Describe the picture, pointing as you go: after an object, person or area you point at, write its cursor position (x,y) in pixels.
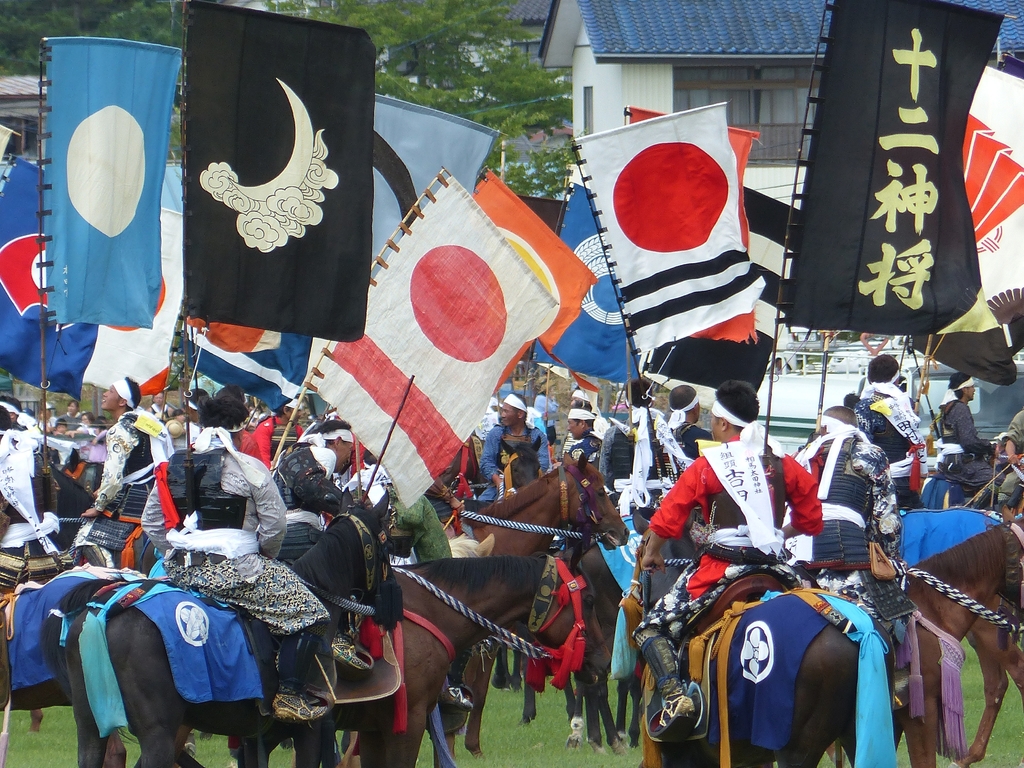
Here in this picture we can see number of people (331,496) sitting on horses (334,537), in traditional dresses (240,491) and many of them have flag posts (120,328) on their backs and in the back (584,75) we can see houses (565,16) present and we can see trees (498,157) all over there and we can see the ground (502,706) is covered with grass (32,754) over there.
